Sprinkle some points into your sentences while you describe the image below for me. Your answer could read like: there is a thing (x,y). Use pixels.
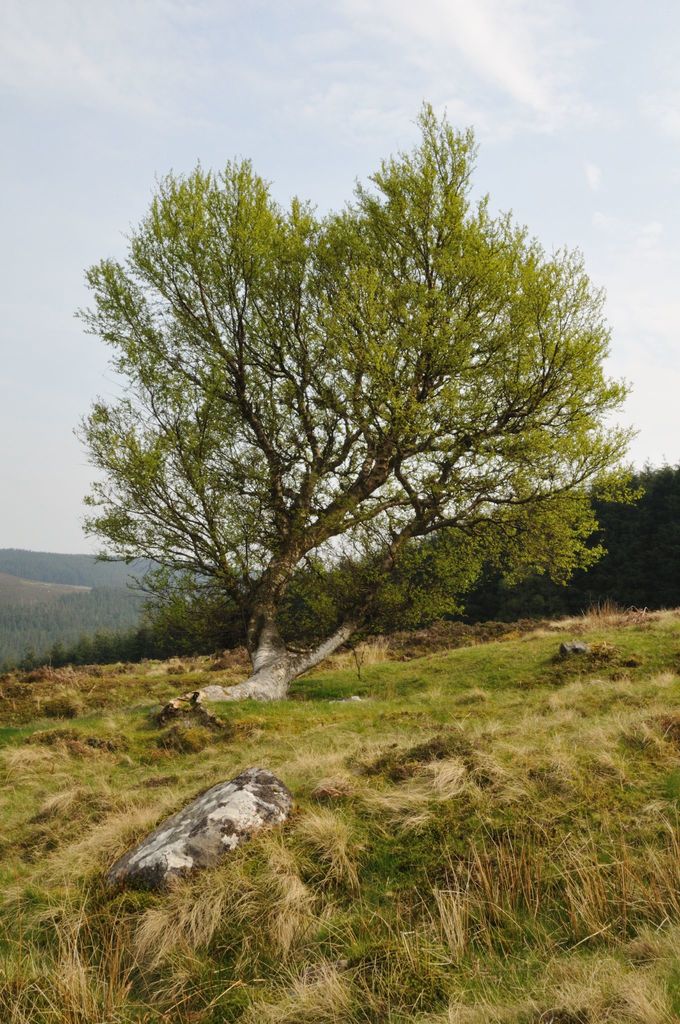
In this image we can see many trees (387,555). There are few hills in the image. We can see the sky (506,133) in the image. There is a grassy land (563,802) in the image.
